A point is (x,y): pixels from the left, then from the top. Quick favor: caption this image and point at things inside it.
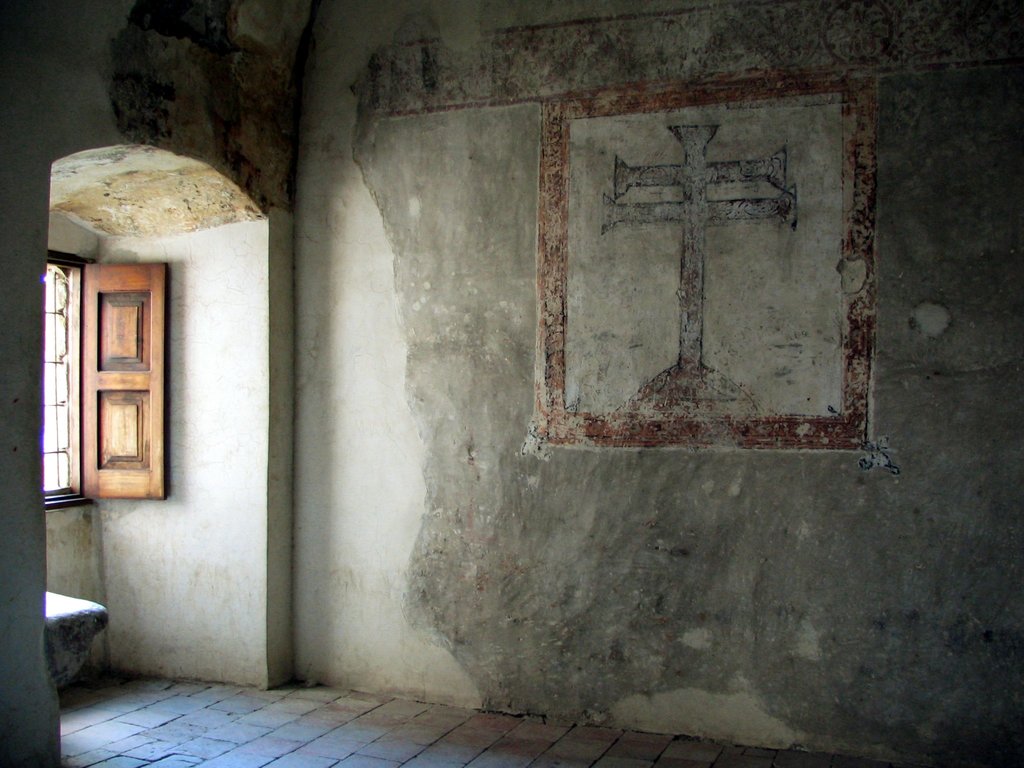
In this image we can see inside view of a building (856,426). In the background (679,393), we can see the painting (757,338) on the wall (598,488) and a window (78,342).
